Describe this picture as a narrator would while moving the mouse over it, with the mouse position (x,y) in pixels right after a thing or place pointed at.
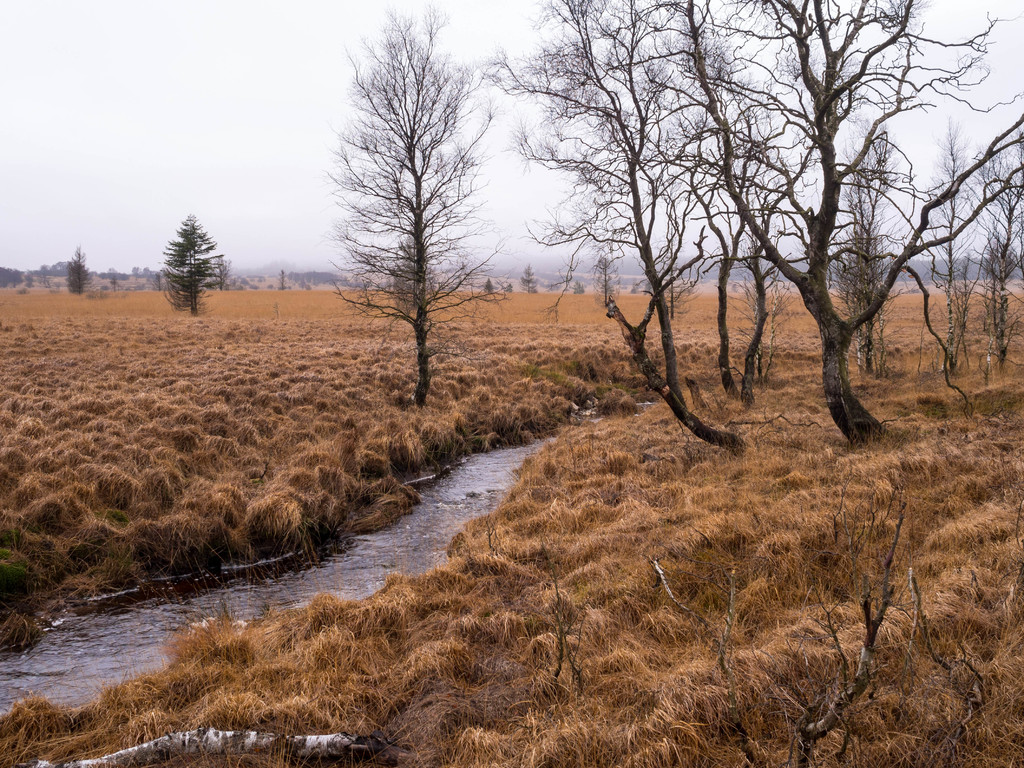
In this image, I can see water (356,551), dried grass (432,434) and trees (382,251). In the background (212,150), there is the sky (174,167).
